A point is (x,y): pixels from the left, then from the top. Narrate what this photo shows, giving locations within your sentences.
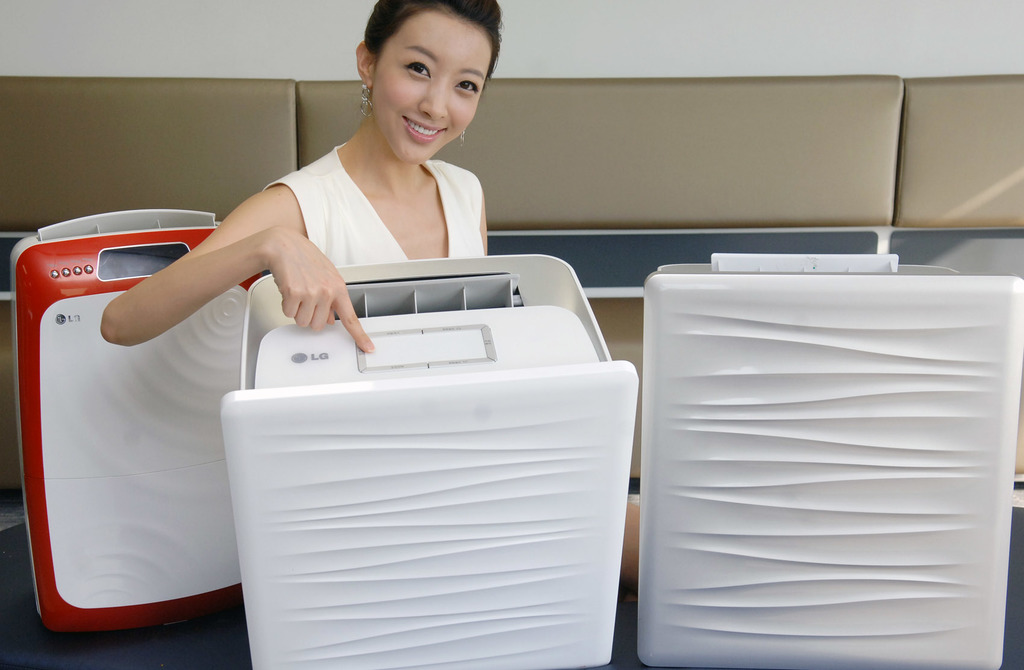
This picture is taken inside the room (378,448). In this image, in the middle (367,342), we can see a woman (351,244) standing in front of a electronic machine (471,486). On the right side (763,307), we can also see a box (790,401). On the left side (144,423), we can also see another box (169,448). In the background (237,12), we can see brown color and a wall (256,31).
